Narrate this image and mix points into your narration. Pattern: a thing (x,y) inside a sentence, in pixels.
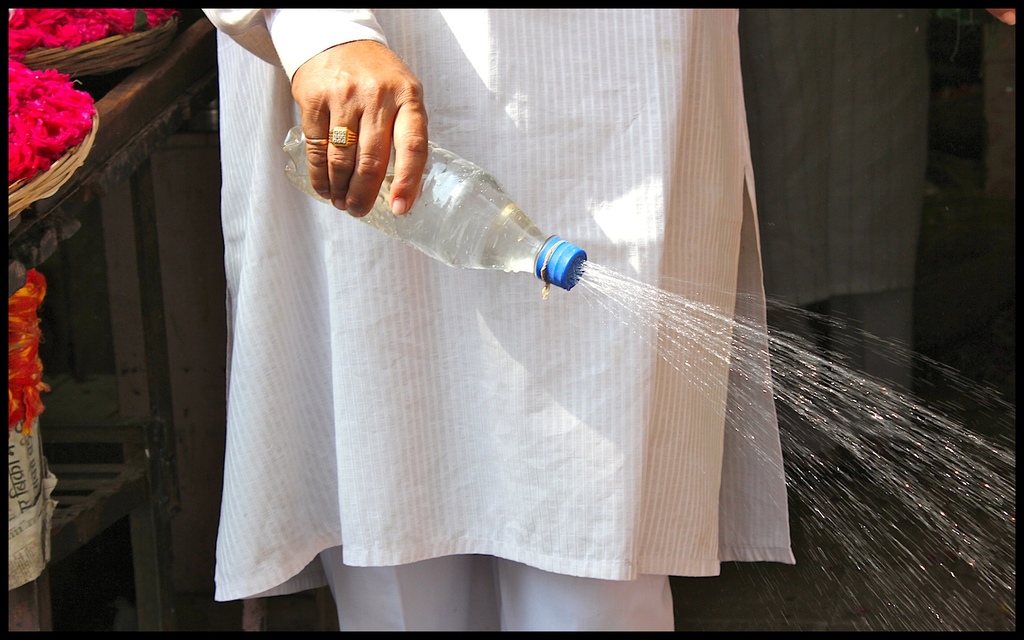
a person (478,332) is holding a bottle (481,268) in his hand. through the cap (576,274) the water (681,350) is coming out. left to him there are rose flowers baskets (51,138).
